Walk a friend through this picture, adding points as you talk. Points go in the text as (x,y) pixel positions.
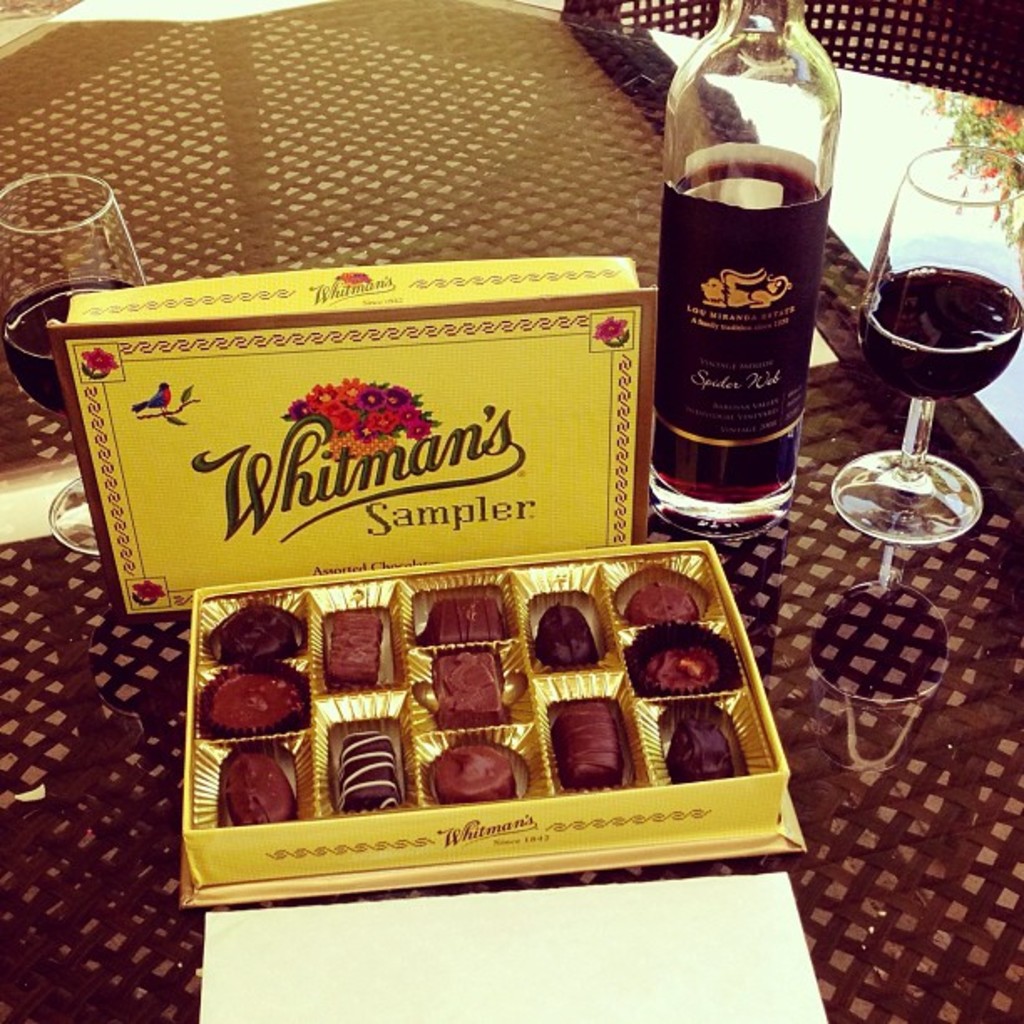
In this image I see a chocolate box (165,583), a bottle (748,502) and 2 glasses (1004,240).
